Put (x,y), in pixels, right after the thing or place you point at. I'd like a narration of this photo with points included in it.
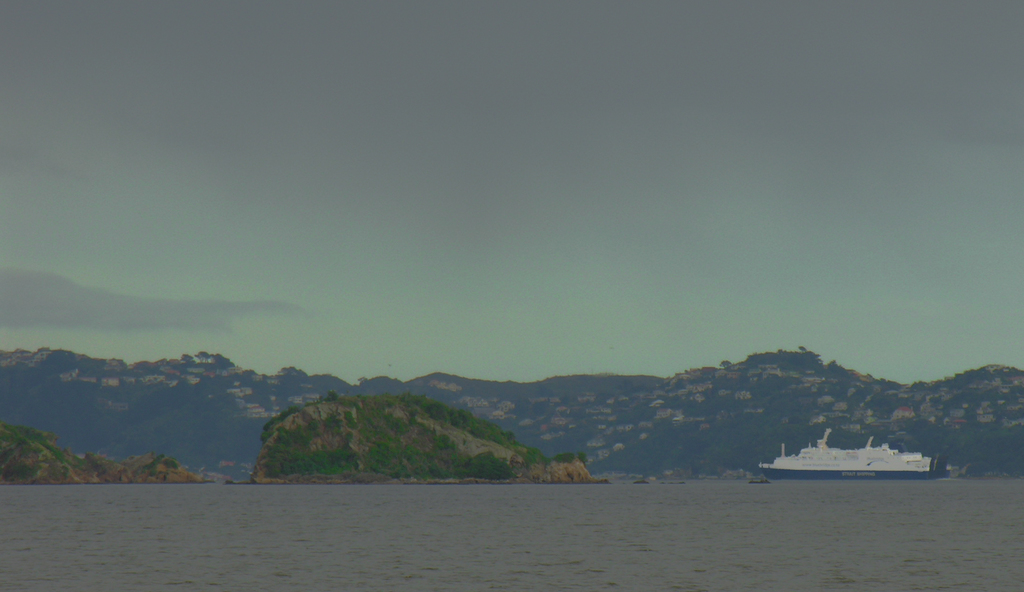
In this image in the front (520,543) there is water (606,543). In the center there is a boat (860,478) and there are mountains (109,410) in the background (165,412) and the sky (551,200) is cloudy.
